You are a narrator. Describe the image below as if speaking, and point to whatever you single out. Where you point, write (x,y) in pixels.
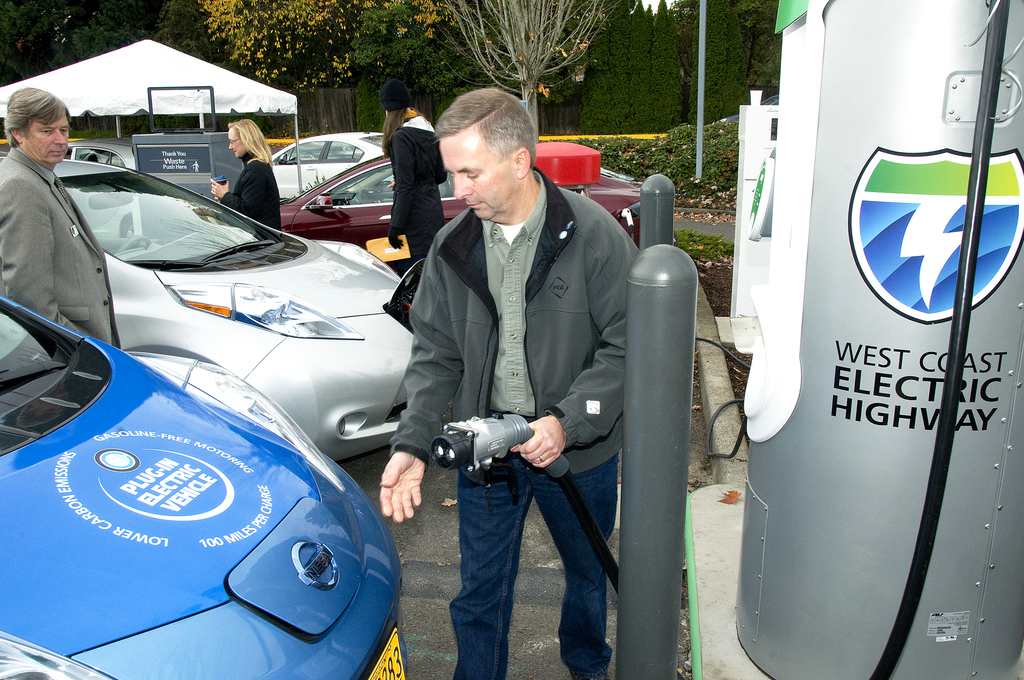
In this picture we can see few people (260,163) and cars (229,393), in the middle of the image (507,314) we can find a man (521,384), he is holding a cable (594,524), beside him we can see few metal rods (656,278) and a charging point (776,337), in the background (301,61) we can see few trees (367,39) and a tent (127,88).
